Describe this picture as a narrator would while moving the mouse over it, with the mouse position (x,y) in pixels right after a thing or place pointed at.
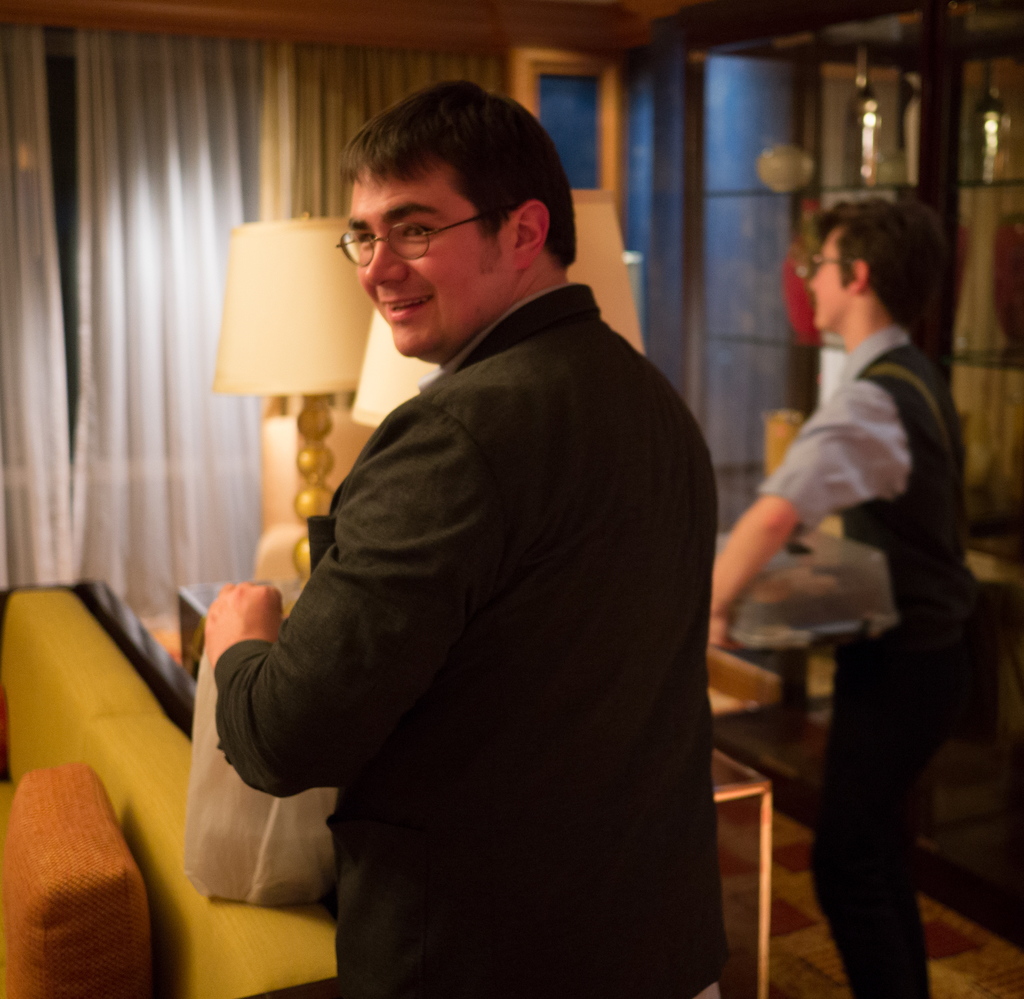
Here in this picture we can see two men (660,414) standing on the floor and both of them are carrying bags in their hands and they are wearing spectacles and the person (653,572) in the front (611,580) is wearing coat (434,563) and smiling and in front of him we can see a sofa (43,685) with cushion (57,864) present over the place and we can also see a table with a lamp (350,373) present and we can see window (58,140) with curtains (136,75) present.
